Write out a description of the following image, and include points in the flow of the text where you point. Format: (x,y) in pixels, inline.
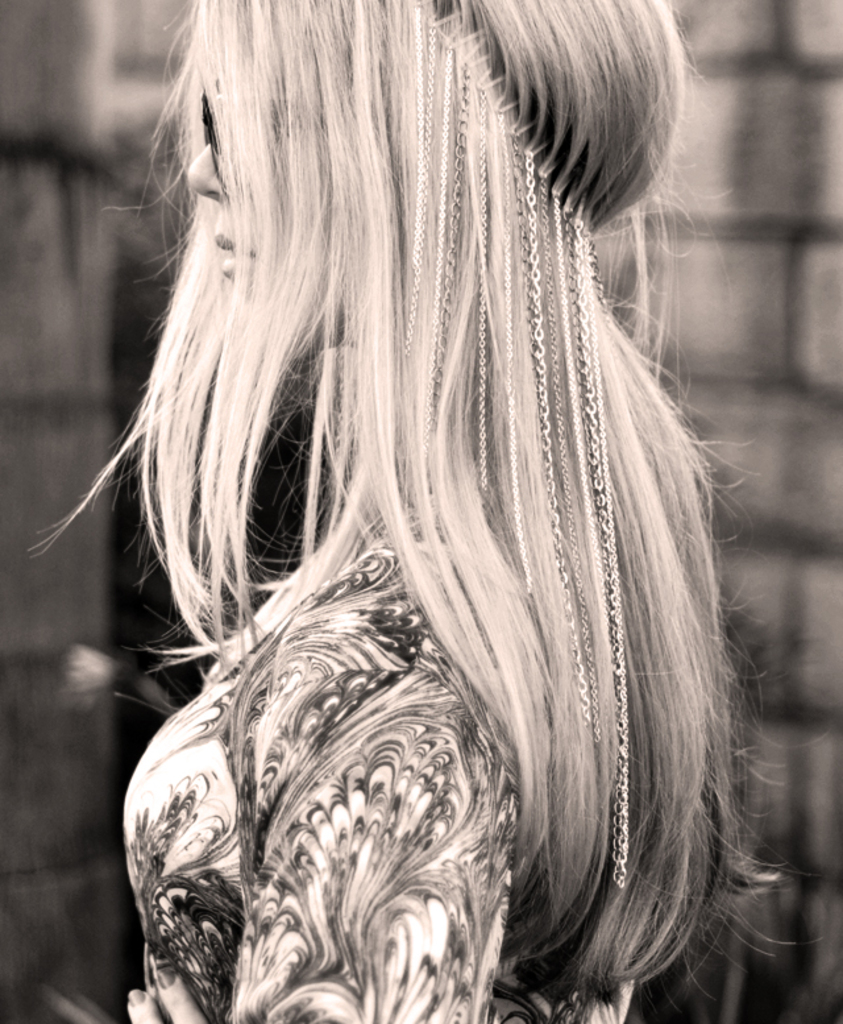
This is a black and white image and here we can see a lady (370,395) wearing glasses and in the background (692,265), there is a wall (692,351).
